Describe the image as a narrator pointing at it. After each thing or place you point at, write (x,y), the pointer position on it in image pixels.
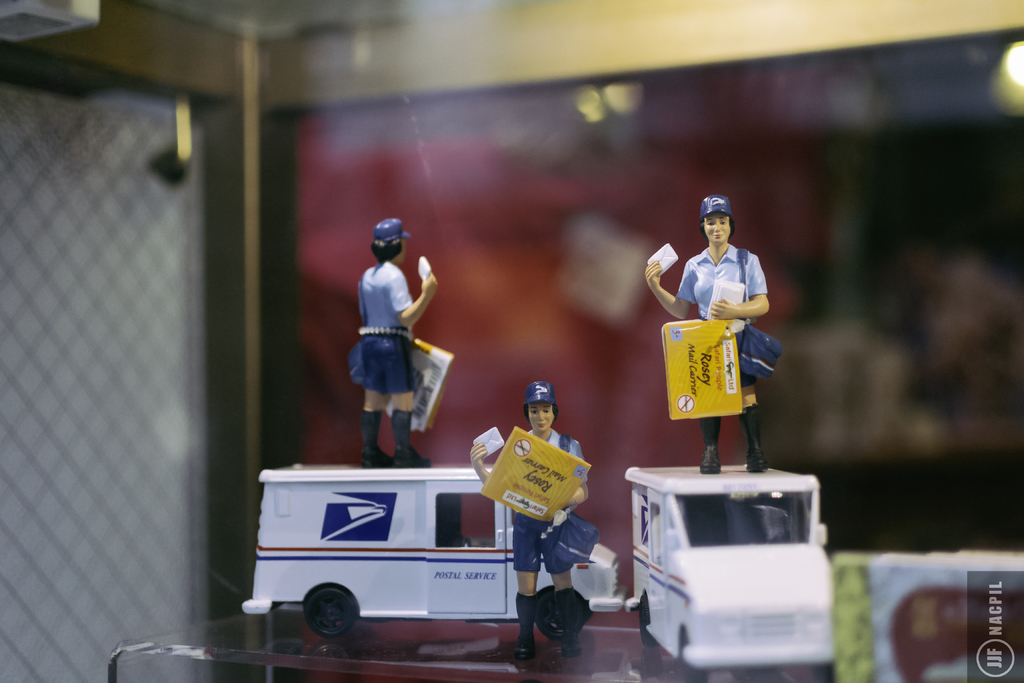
In this image in the center (372,281) there are toys (434,380) and the background (623,405) is blurry.
